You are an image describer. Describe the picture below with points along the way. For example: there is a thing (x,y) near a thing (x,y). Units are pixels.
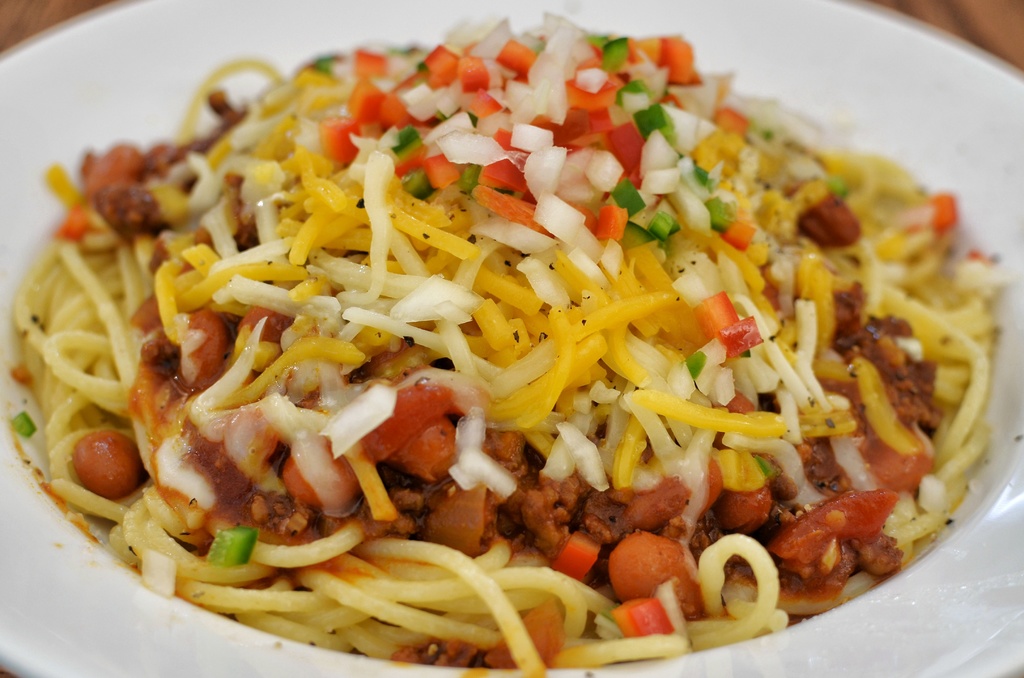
In the picture there is a plate (153,602) with the food item (511,596) present.
